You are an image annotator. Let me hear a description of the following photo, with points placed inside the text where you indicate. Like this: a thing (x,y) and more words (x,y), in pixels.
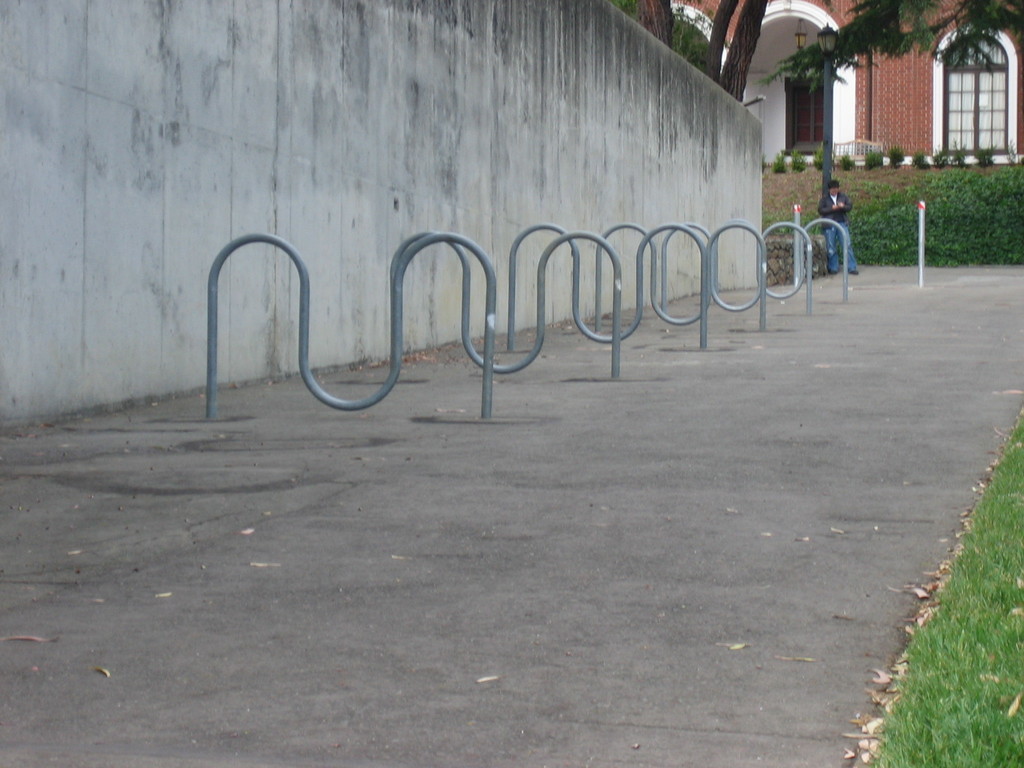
This picture is clicked outside. On the left (304,343) we can see the metal rods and a wall (595,144). In the background (855,227) we can see the plants (1006,215), green grass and a person (837,210) standing on the ground (860,284) and we can see the tree (867,44) and the doors (797,96) of the building (891,99).
